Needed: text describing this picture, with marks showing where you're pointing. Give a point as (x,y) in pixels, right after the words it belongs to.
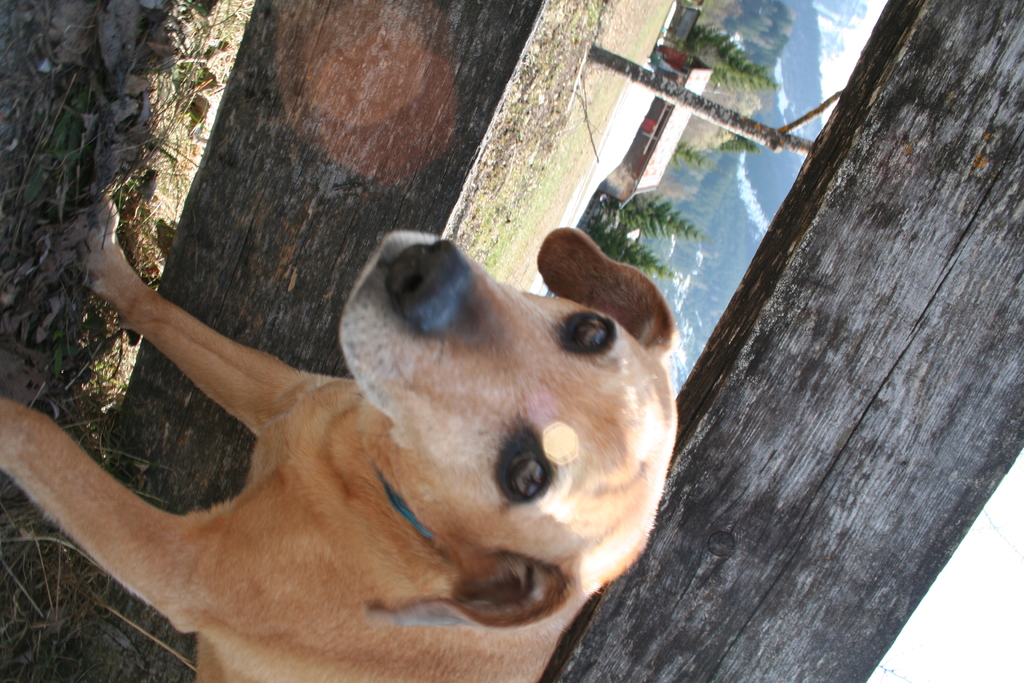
In this image we can see a dog (411,536). Behind the dog (393,557) there is a wooden fencing (852,166). In the back (719,261) there are trees (620,224), hills (701,246) and a building (663,141).
